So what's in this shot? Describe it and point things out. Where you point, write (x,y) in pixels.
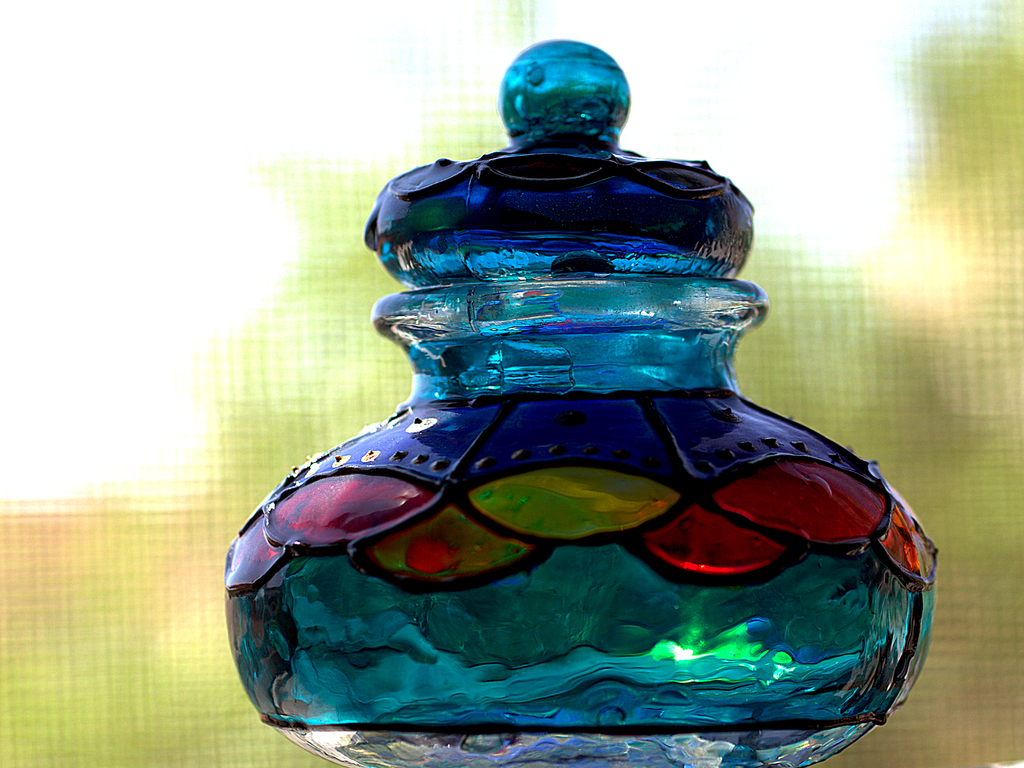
In the center of this picture (669,349) we can see a glass jar (577,414) with a glass lid (587,175) and we can see some design (581,488) on the glass jar (784,524). The background of the image (16,567) is blurry.
